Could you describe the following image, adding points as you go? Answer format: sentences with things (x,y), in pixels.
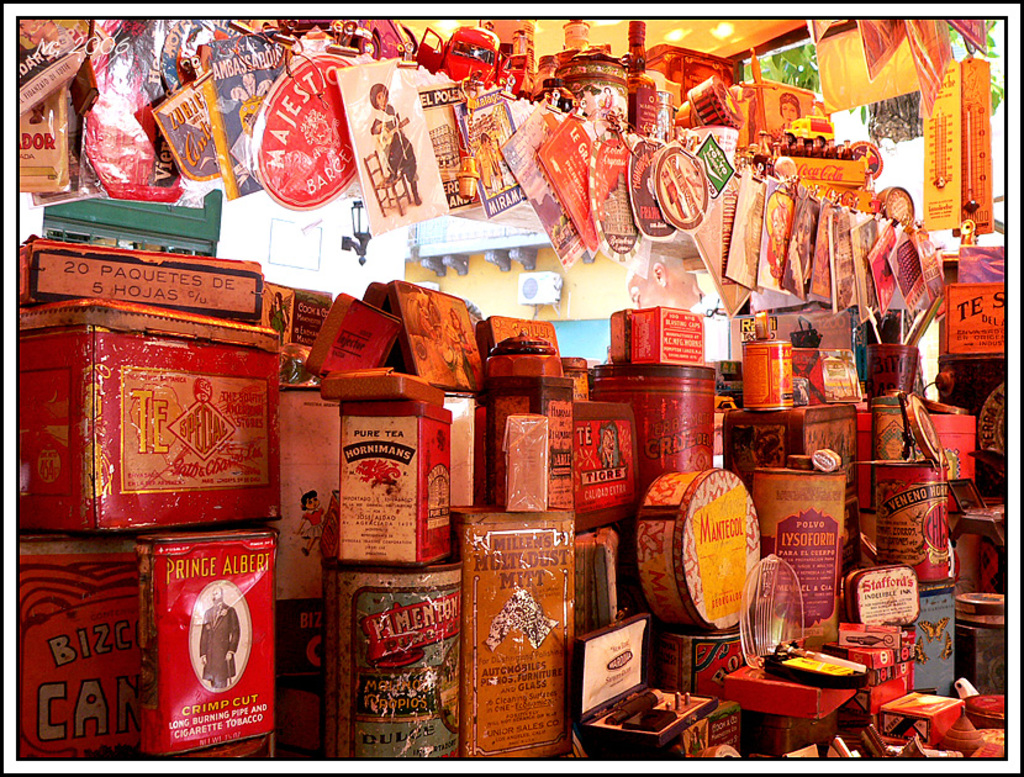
In this picture we can see some text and a few figures (468,338) on the boxes (228,300). There are some objects (406,138) visible on top (394,135). We can see a glass object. Through this glass object (379,276), we can see a few leaves (997,86), a lantern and other objects (455,292) in the background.
